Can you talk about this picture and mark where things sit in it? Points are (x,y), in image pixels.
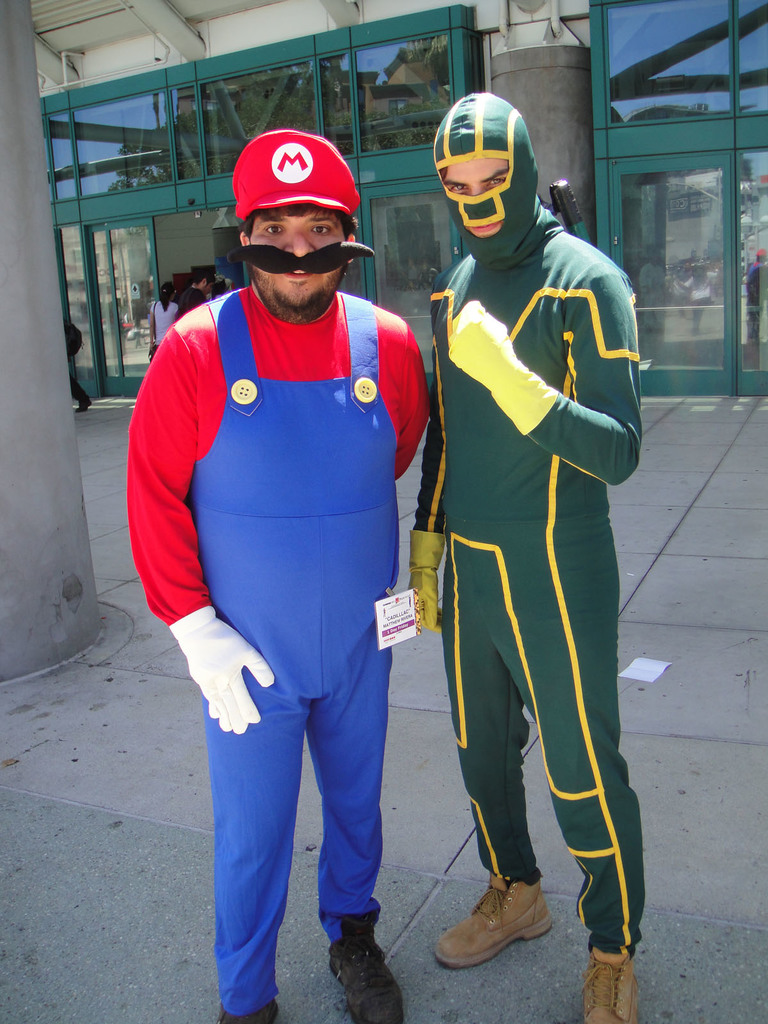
In this image there are two persons (372,394) who are wearing the costumes (550,301). In the background (451,95) there is a building (368,65) with the glasses (653,101). On the left side (51,315) there is a pillar (25,489). The man (307,347) on the left side (239,463) is wearing the red and blue colour dress (275,434). Beside him there is a person (509,301) who is wearing the green colour costume (612,356).
